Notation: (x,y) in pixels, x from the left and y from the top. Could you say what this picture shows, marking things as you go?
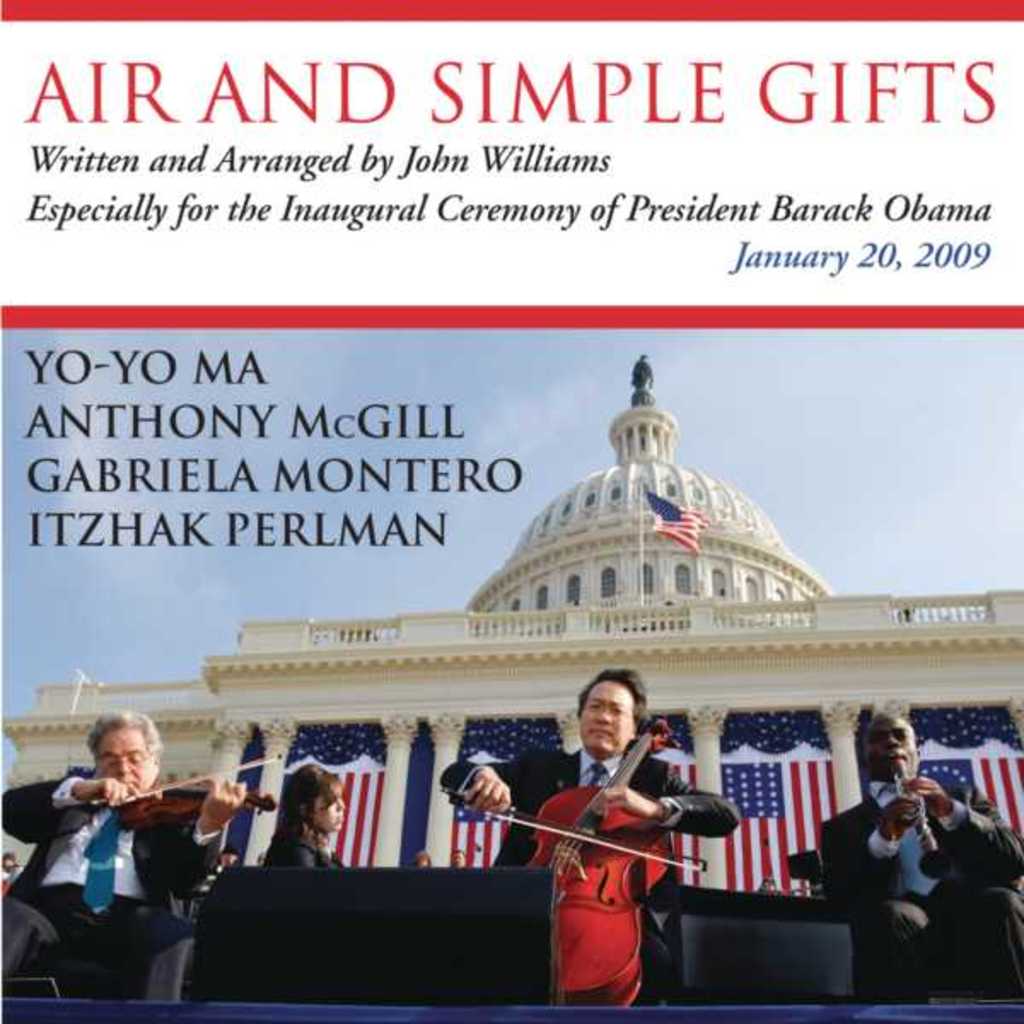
In this image there is a poster (554,511), there is the sky (879,459), there is building (726,658) truncated towards the right of the image (726,770), there are flags (692,534), there is a pole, there are persons (645,804) playing musical instruments (548,811), there is text (706,197), there is an object (527,991) truncated towards the bottom of the image (470,990).
